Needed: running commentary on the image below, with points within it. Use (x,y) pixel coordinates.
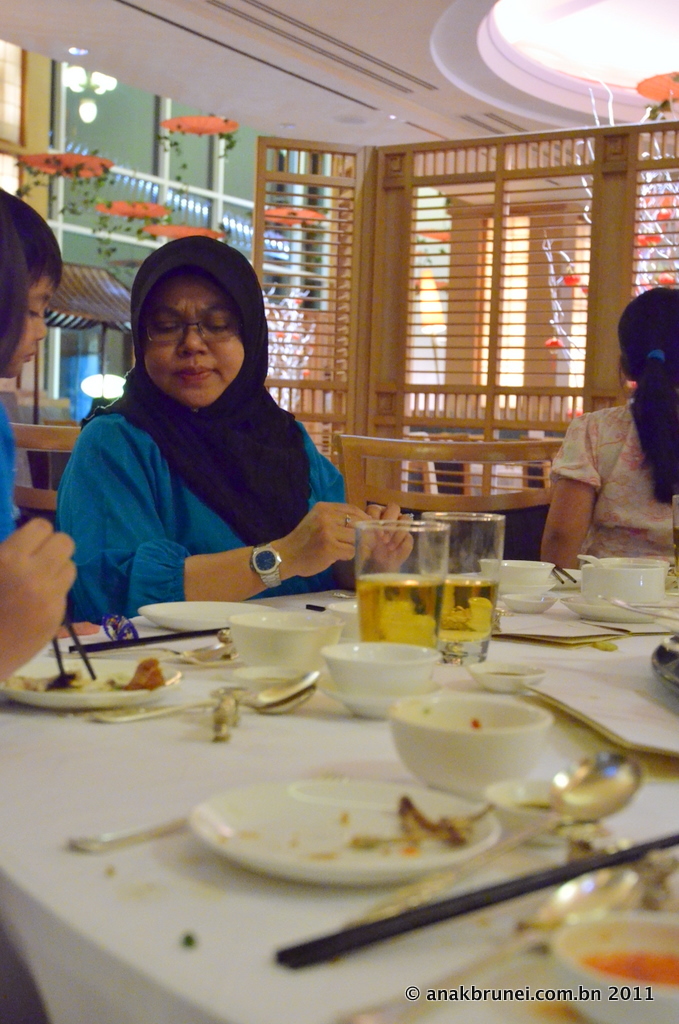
This picture describes about group of people (194,444) all are seated on the chair (38,497), in front of them we can find couple of glasses (366,616), bowls (367,665), plates (291,811), spoons (259,699), sticks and papers (583,699) on the table (345,761), in the background (248,203) we can see couple of plants (30,172), lights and a building (118,172).
